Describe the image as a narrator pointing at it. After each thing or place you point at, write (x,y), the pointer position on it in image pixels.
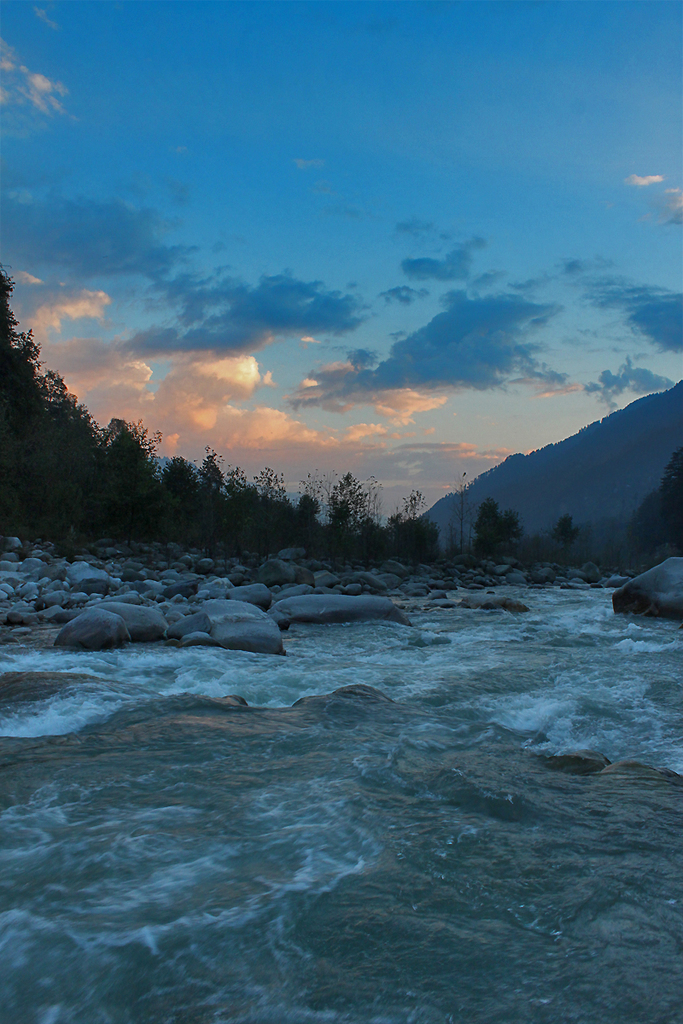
This picture shows water (290,736) and we see stones (312,582) and trees (33,436) and a blue cloudy sky (374,259) and we see a hill (541,485) on the side.
